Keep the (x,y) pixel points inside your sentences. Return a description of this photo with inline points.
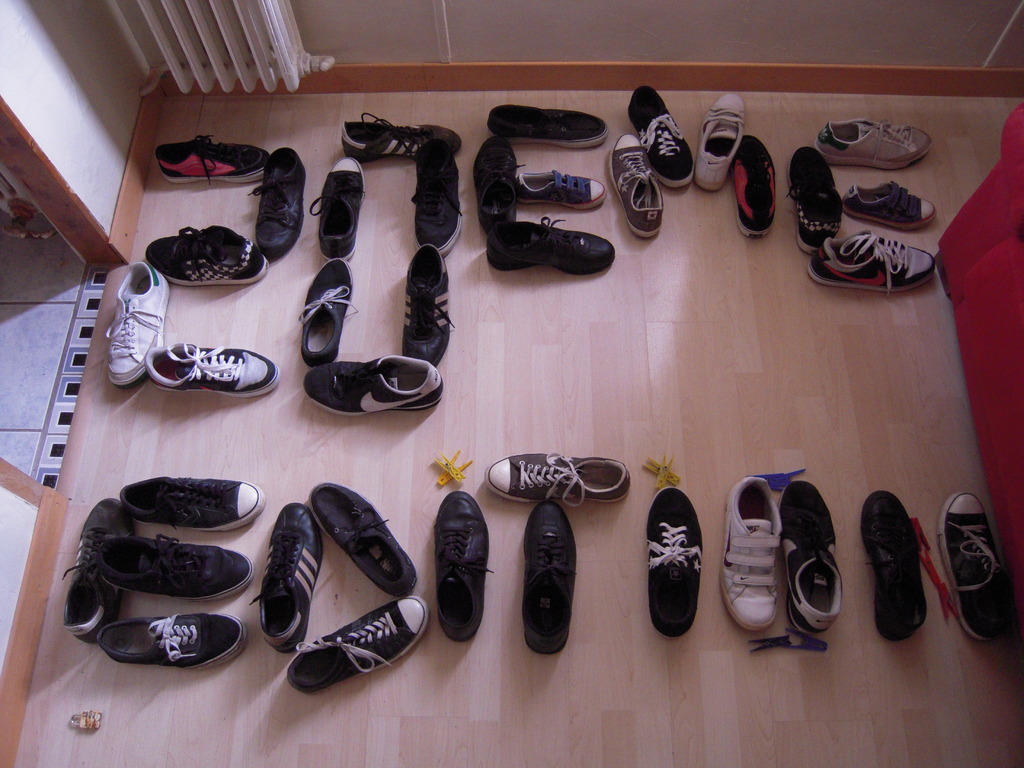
This is an inside view. Here I can see some shoes (321,338) on the floor (553,704). On the right side (989,383) there is a red color couch (985,305). At the top (100,38) I can see the wall (83,47).
